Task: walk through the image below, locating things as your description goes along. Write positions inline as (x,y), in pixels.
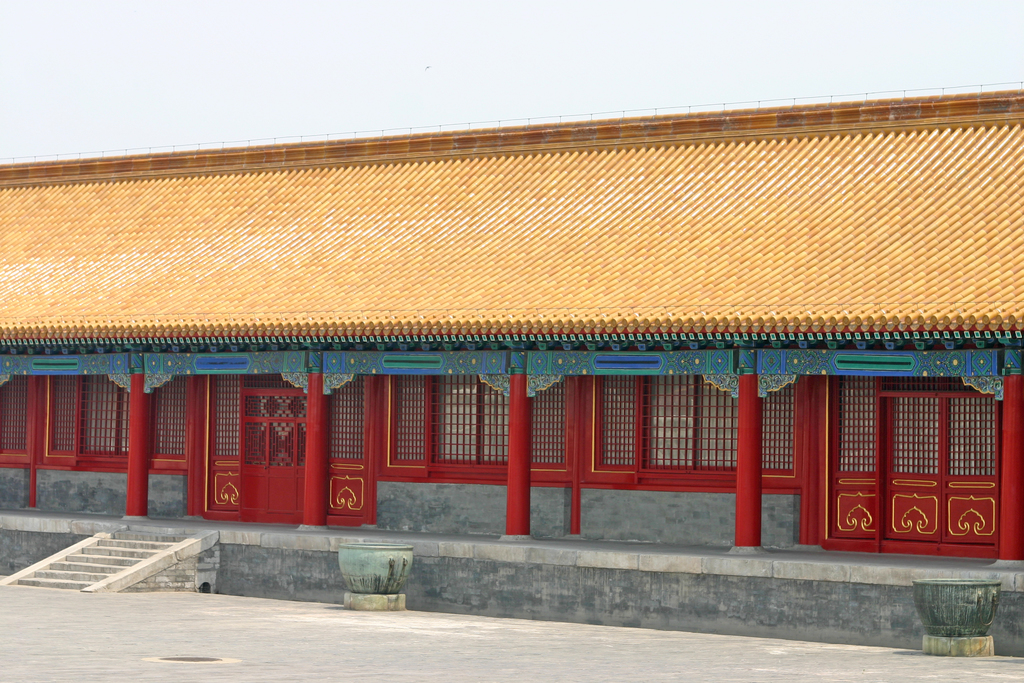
In this image we can see pots (355,583) on the floor (191,647), steps (132,555), pillars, building (424,432), welded mesh wires (335,434), doors (984,512), roof (449,290) and the sky (308,139).
